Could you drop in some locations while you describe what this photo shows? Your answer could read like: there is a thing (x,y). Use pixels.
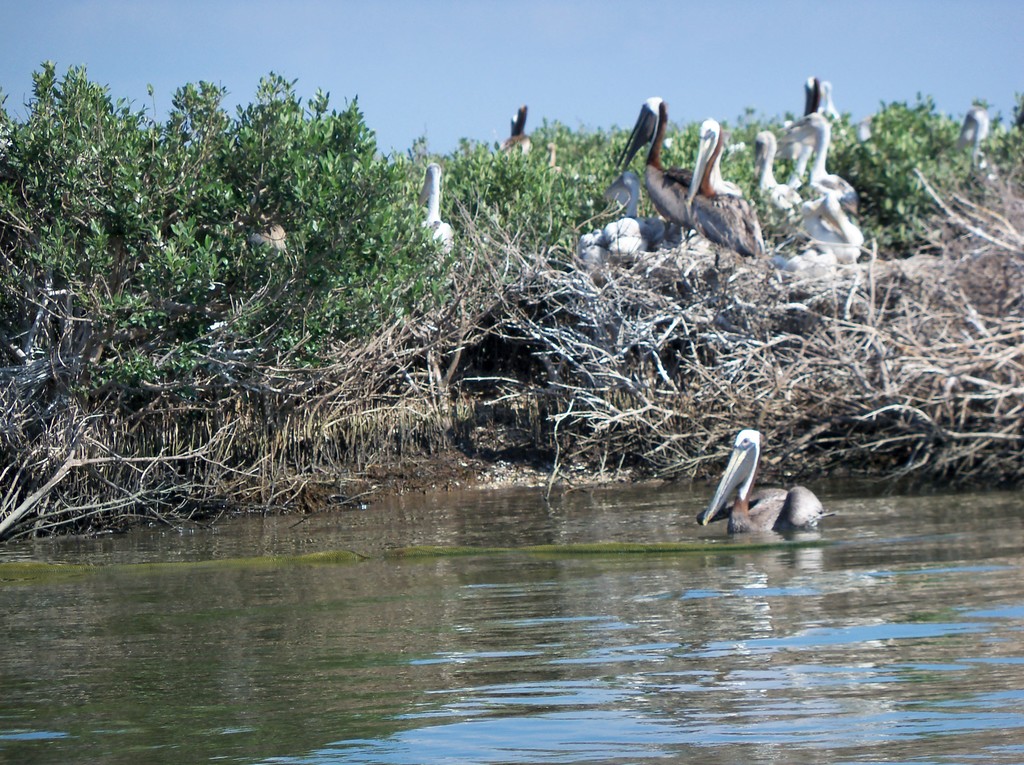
In this image I can see a bird (745,517) on the water (581,613). To the side of the water (592,650) I can see the dried grass (649,389) and many plants (370,208). There are many birds (647,246) on the grass (516,276) and few are to the side of the plants (362,229).
